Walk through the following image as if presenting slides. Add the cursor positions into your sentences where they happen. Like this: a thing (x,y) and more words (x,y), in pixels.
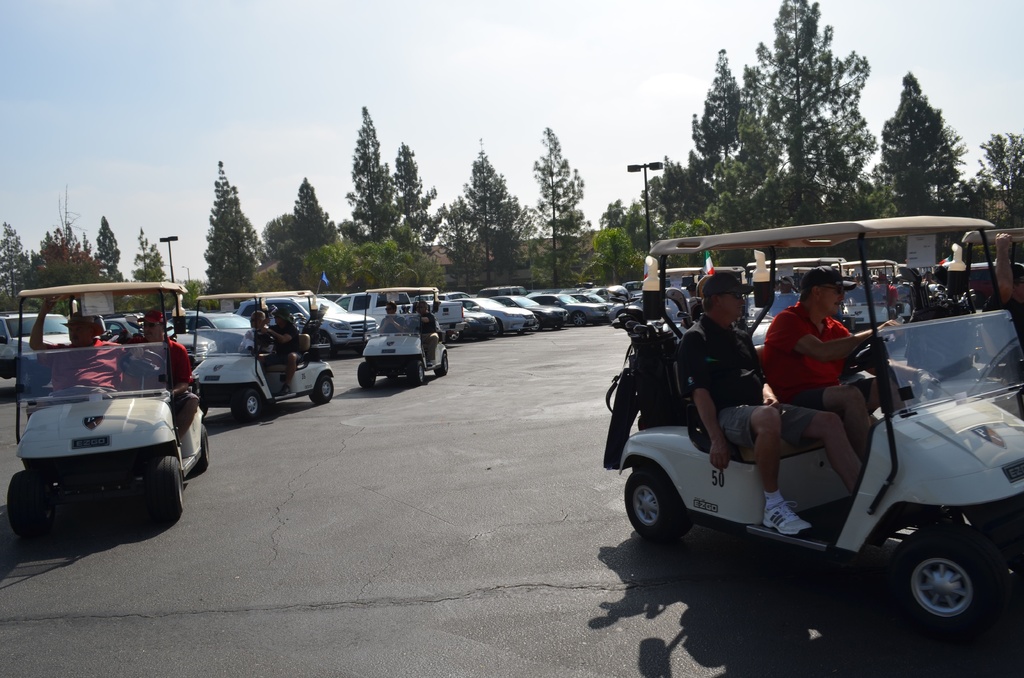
In this picture there are some white color electric cars (1017,383) in which some person (761,377) are sitting and riding. Behind there are many cars (267,316) are parked in the ground (505,371). In the background (417,283) there are many trees (617,228) and street poles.
